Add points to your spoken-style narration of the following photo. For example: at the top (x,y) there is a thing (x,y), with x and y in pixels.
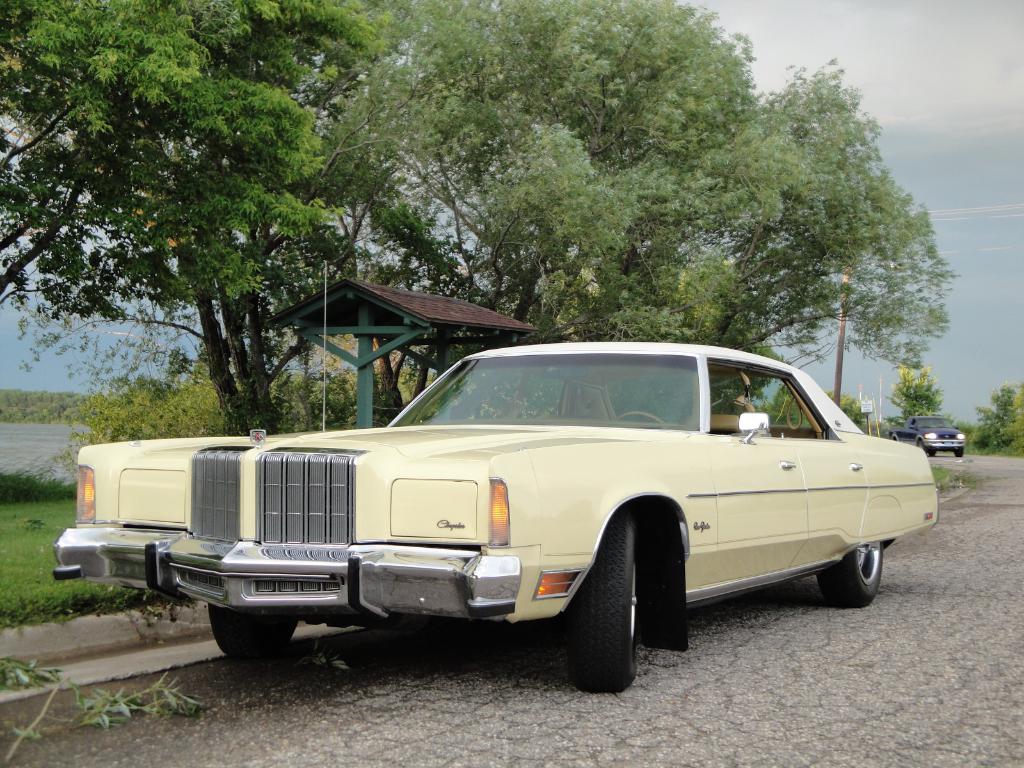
In this image there are a few vehicles (579,404) on the road (946,560), beside that there is a shed (332,333). On the left (204,222) and right side of the image (771,275) there are trees (718,279), on the left side (34,444) there is a river (25,463). In the background (824,377) there is a pole (845,284) and the sky (952,328).
